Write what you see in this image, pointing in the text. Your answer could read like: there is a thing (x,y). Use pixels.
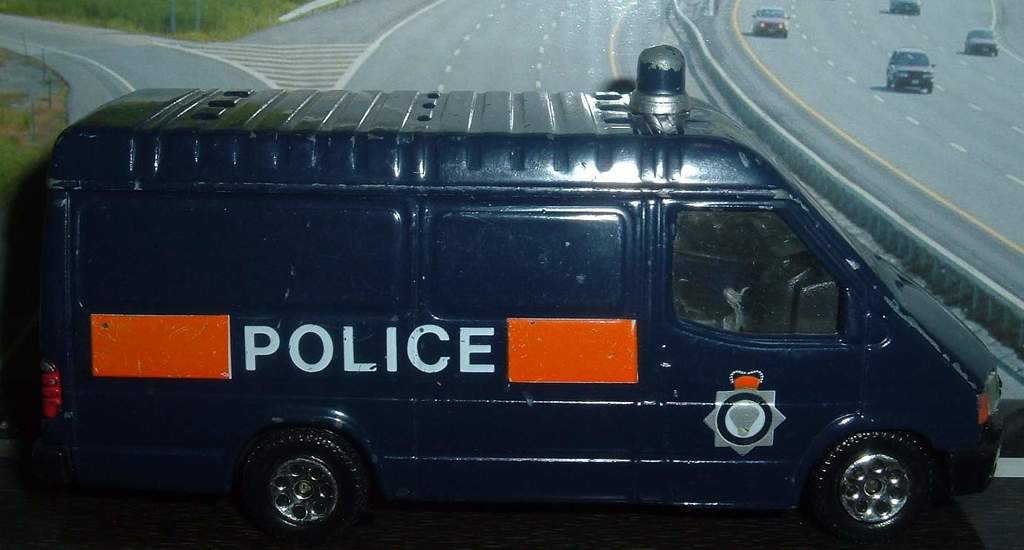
In this picture we can see a vehicle (550,363) on the road (955,16), behind we can see some vehicles (897,64) are on the road (890,153).
